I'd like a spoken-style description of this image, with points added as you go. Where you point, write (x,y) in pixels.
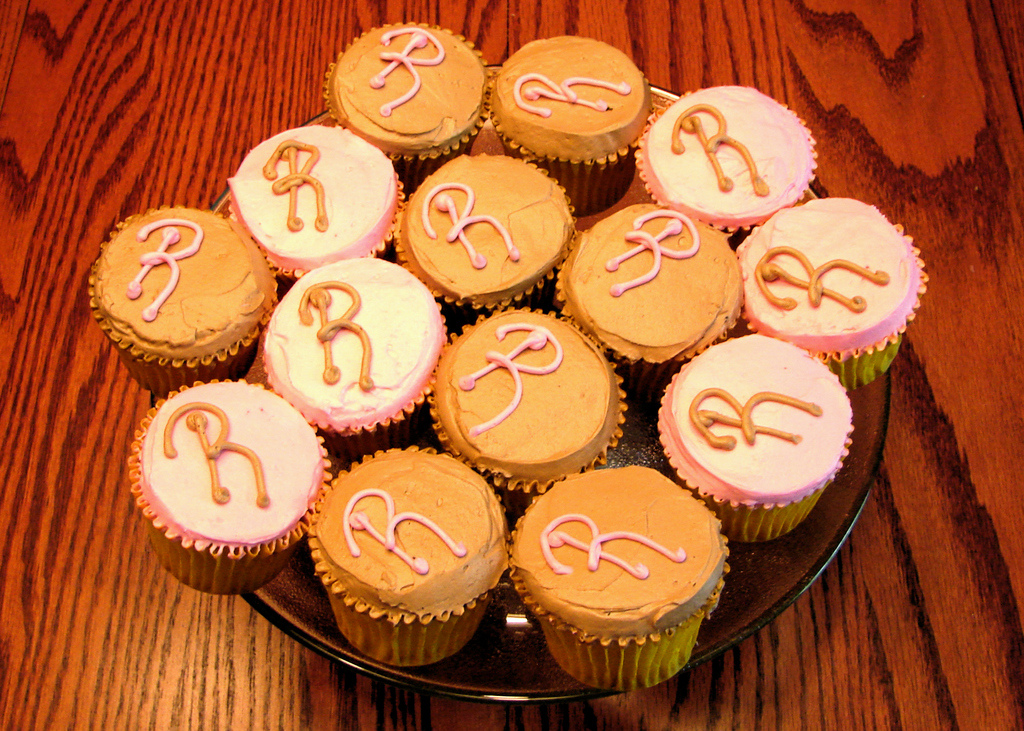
In this image we can see a table (26,123) on which there is a plate (828,534) with cupcakes (398,351) in it.
